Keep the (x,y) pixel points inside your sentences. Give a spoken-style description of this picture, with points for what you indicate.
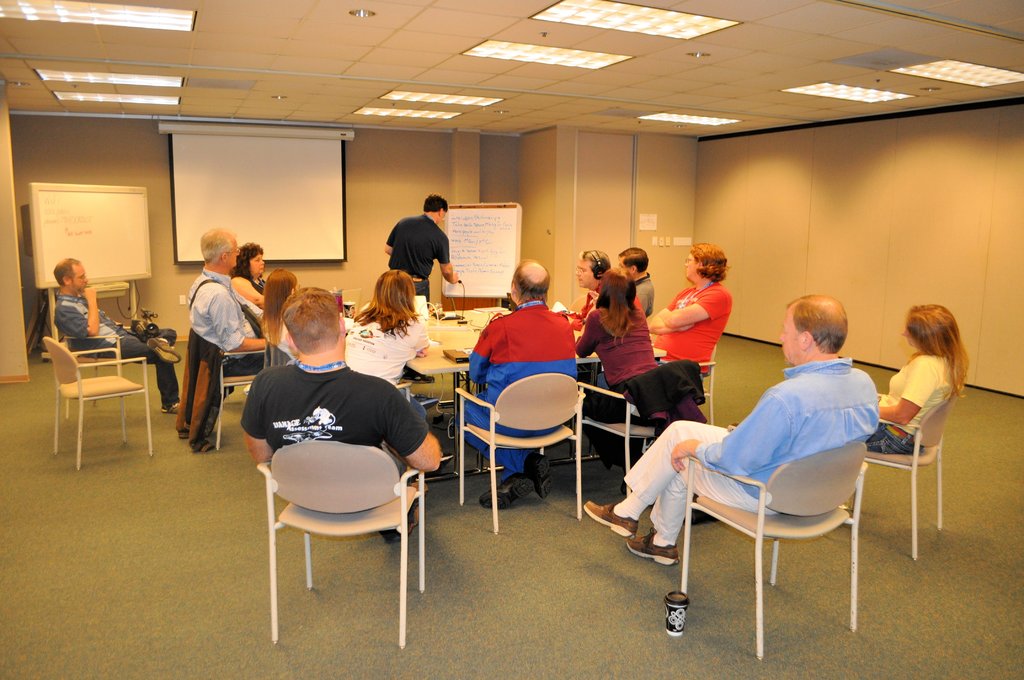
In this picture we can see a group of people (261,304) sitting on chair (210,374) and one person (421,264) is explaining something on the board (479,238) and in the background (327,127) we can see screen (210,189) and other board (102,225), wall (640,164), pipe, lights (607,17) and beside to this man (732,489) chair (793,495) there is a glass (678,597).
